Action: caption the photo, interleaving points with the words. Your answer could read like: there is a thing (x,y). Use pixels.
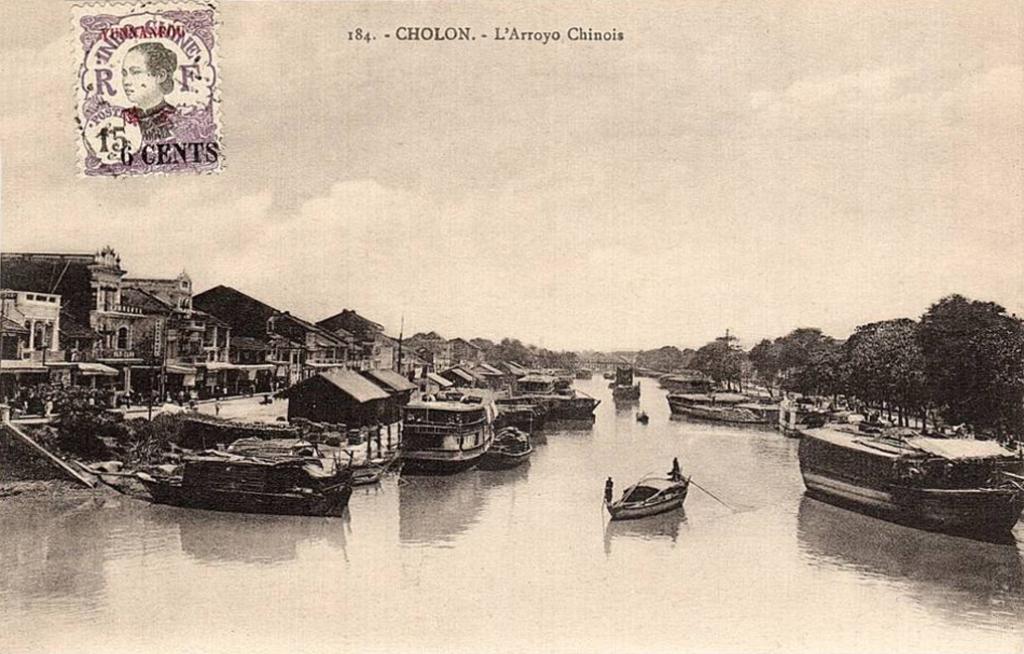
In this picture I can see few buildings (264,372), boats (459,456) in the water (516,494) and I can see trees (1009,411) and a cloudy sky (339,146) and I can see text (498,37) at the top of the picture (547,35) and a stamp (184,68) at the top left corner of the picture (196,53).
